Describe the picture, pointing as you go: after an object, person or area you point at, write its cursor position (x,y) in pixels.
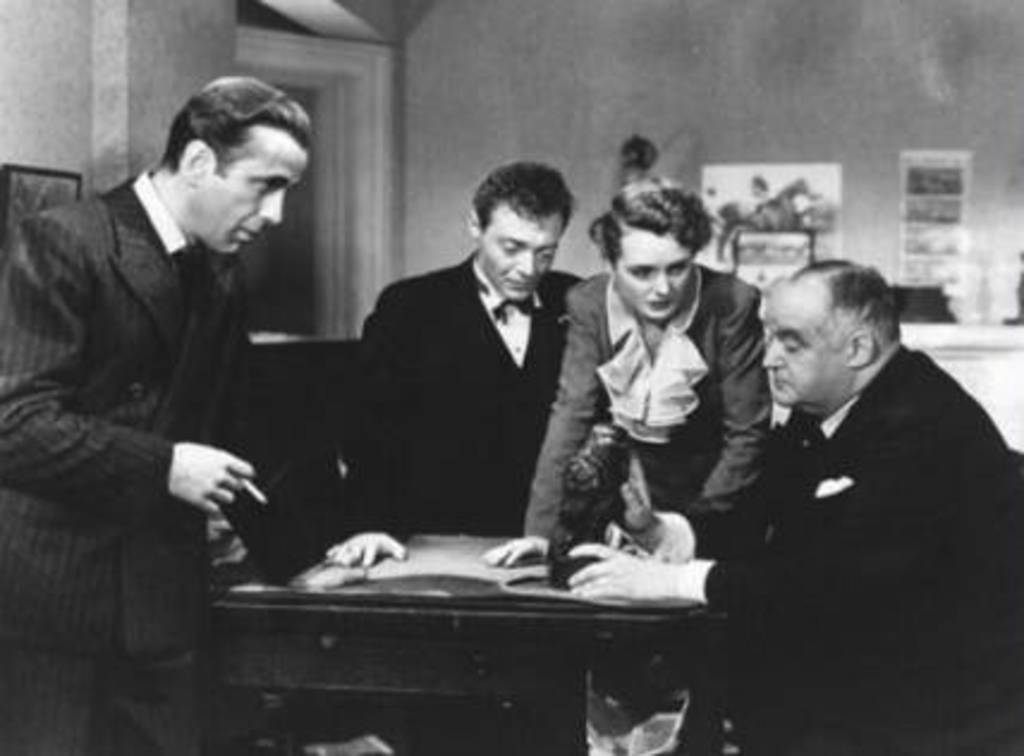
Four people (132,265) among them there are standing and the other guy (809,289) is sitting and there is a table (364,593) in between them on which there is a item (595,441).
